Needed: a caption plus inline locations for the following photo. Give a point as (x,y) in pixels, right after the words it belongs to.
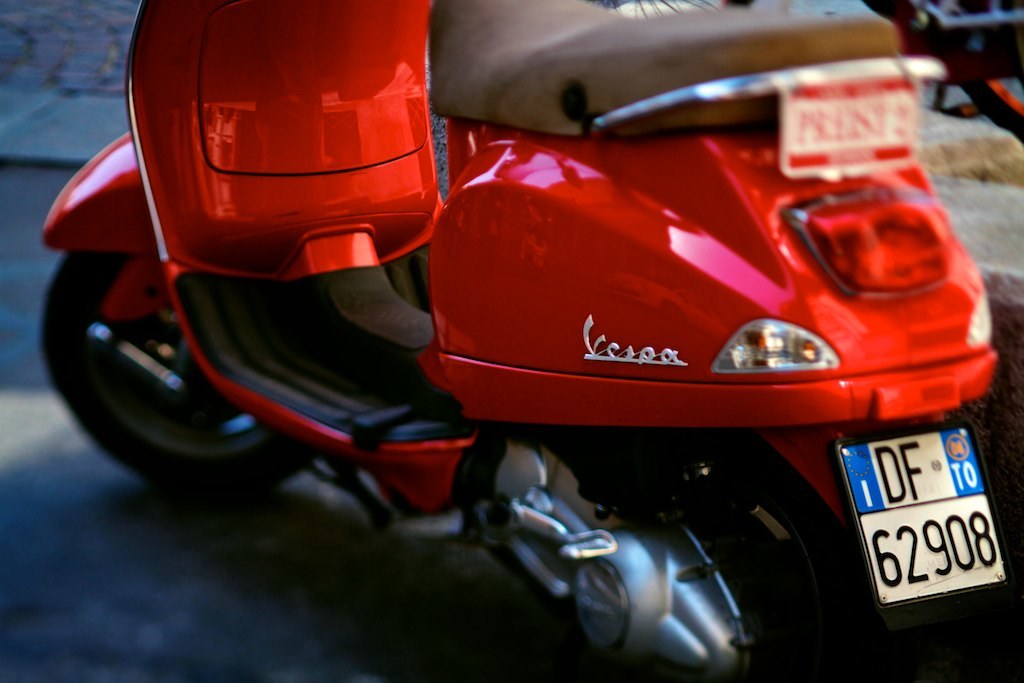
In this image, we can see a motorbike (571,414) with a number plate (925,517) on the path (421,674). In the top left corner (74,85), there is a walkway (90,63). In the top right of the image (983,49), we can see a few objects (955,49).
